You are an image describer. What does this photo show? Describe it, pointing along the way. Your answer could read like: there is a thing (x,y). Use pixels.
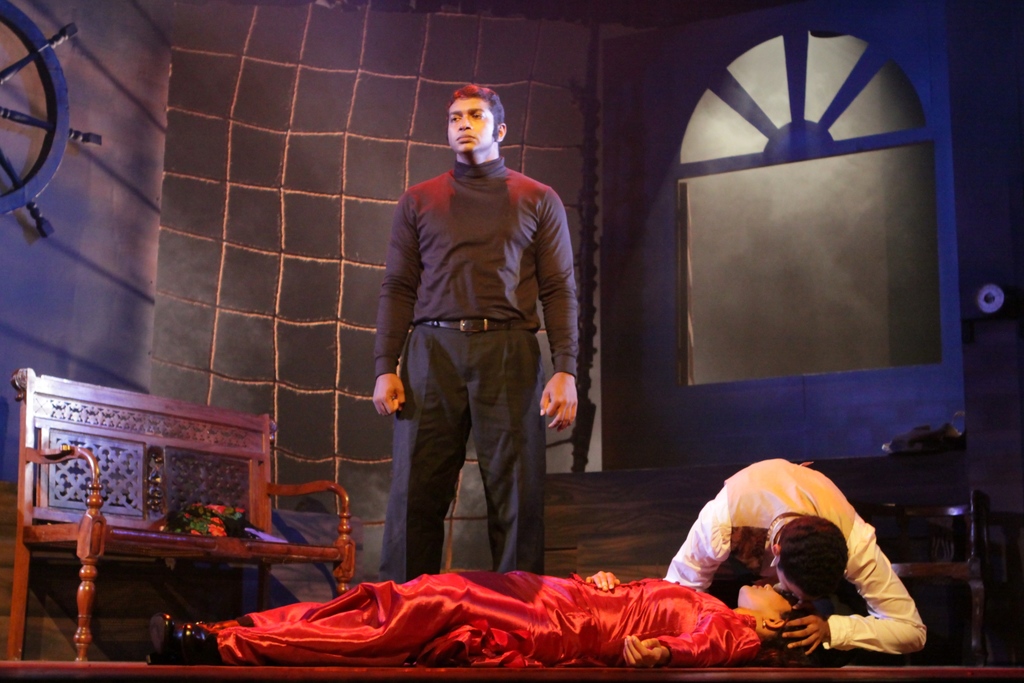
In this image we can see three persons (544,514), among them one is lying on the floor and the other one (718,509) is kneeling, there is a bench (352,545) and in the background (890,60) we can see a net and the window (700,197).
